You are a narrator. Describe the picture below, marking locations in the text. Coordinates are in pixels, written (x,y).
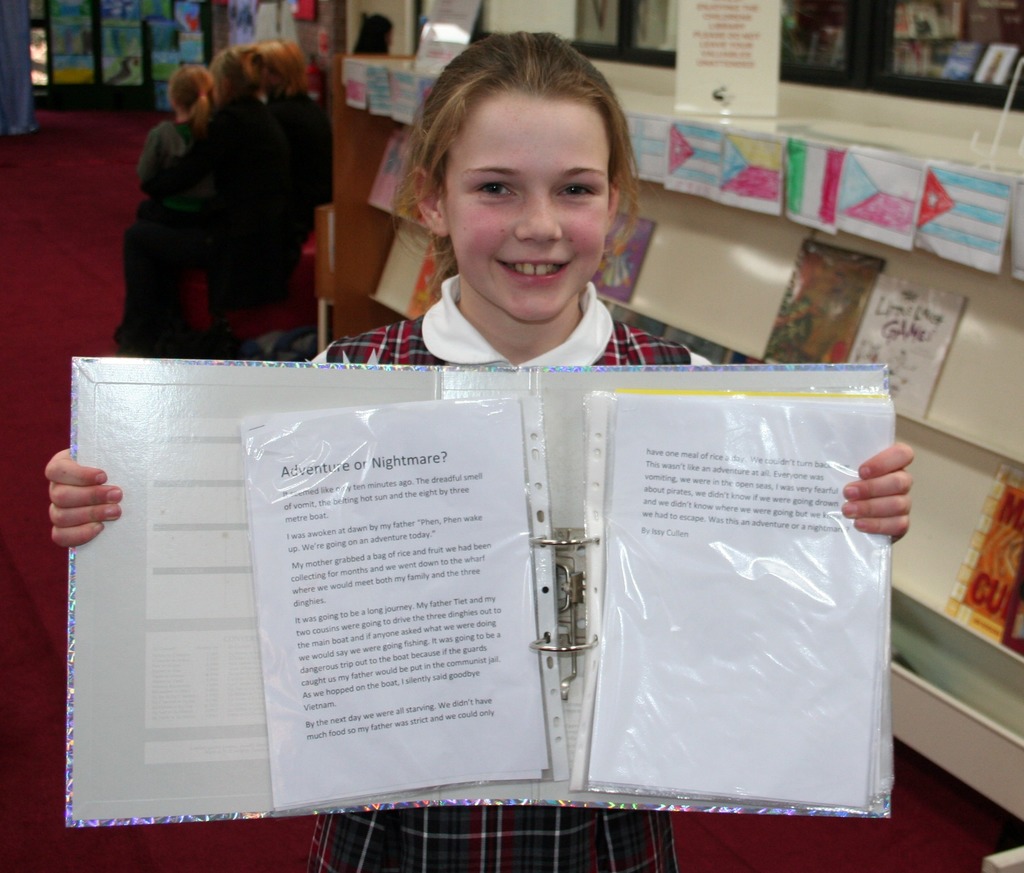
In this image, there are a few people (528,845). Among them, we can see a girl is holding an object (93,540) and standing. We can see some wood (906,159) on the right (816,196) with some objects (826,250). We can also see the ground (929,841). There are a few posts (718,47) with images (89,45) and text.
